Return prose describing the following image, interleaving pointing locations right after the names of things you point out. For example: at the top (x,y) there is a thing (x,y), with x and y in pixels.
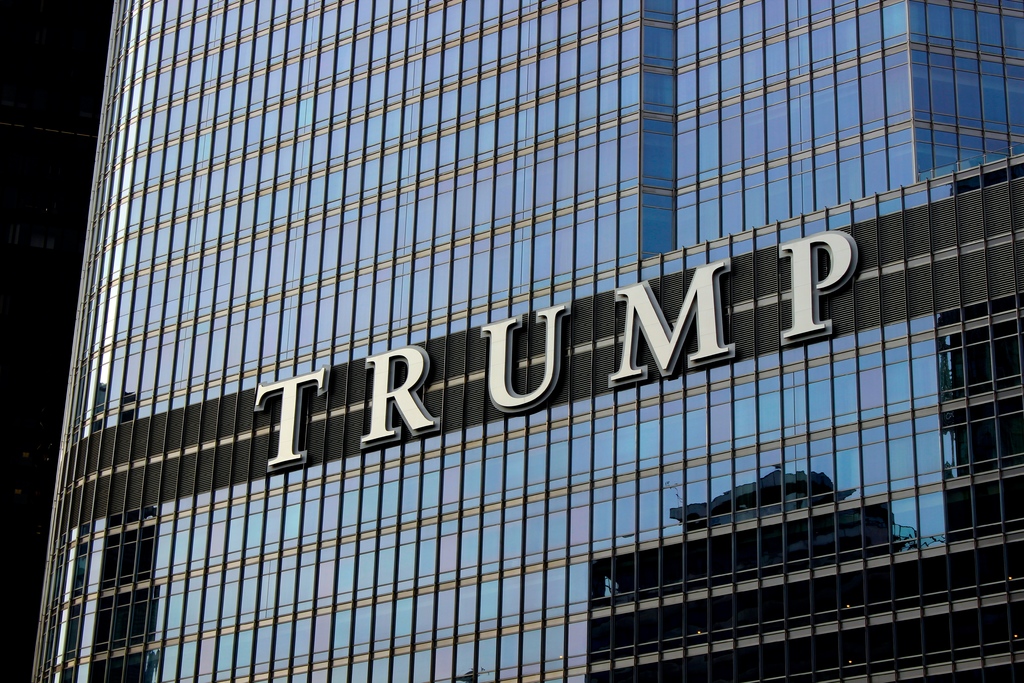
In this image we can see a building (458,422) and there is a board (514,401).
